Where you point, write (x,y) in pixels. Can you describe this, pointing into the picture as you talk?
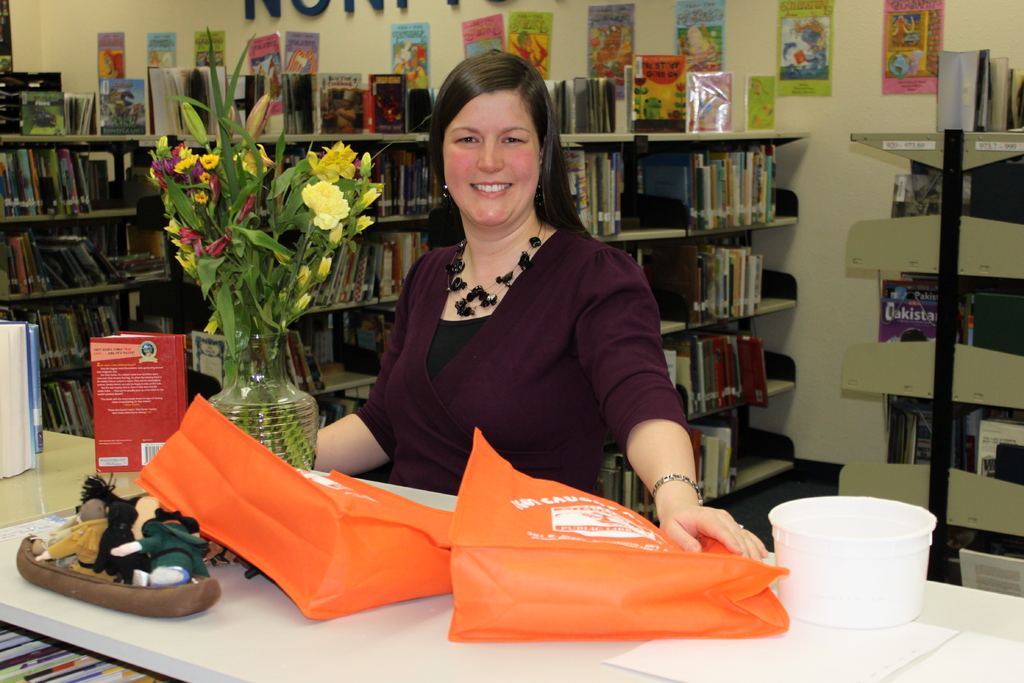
At the bottom of the image (123,619) there is a table (406,660). On the table (585,654) there are carry bags (267,497), papers (672,679), vase (241,400) with flowers (316,153) and leaves (232,358), books (93,348) and some other things (117,535). Behind the table (597,662) there is a lady (535,390) standing. Behind her there are cupboards (639,145) with racks (652,136). On the racks (710,329) there are many books (706,279). In the background (205,6) there is a wall (862,92) with posters (886,90). In the bottom left corner of the image (107,664) there are books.
